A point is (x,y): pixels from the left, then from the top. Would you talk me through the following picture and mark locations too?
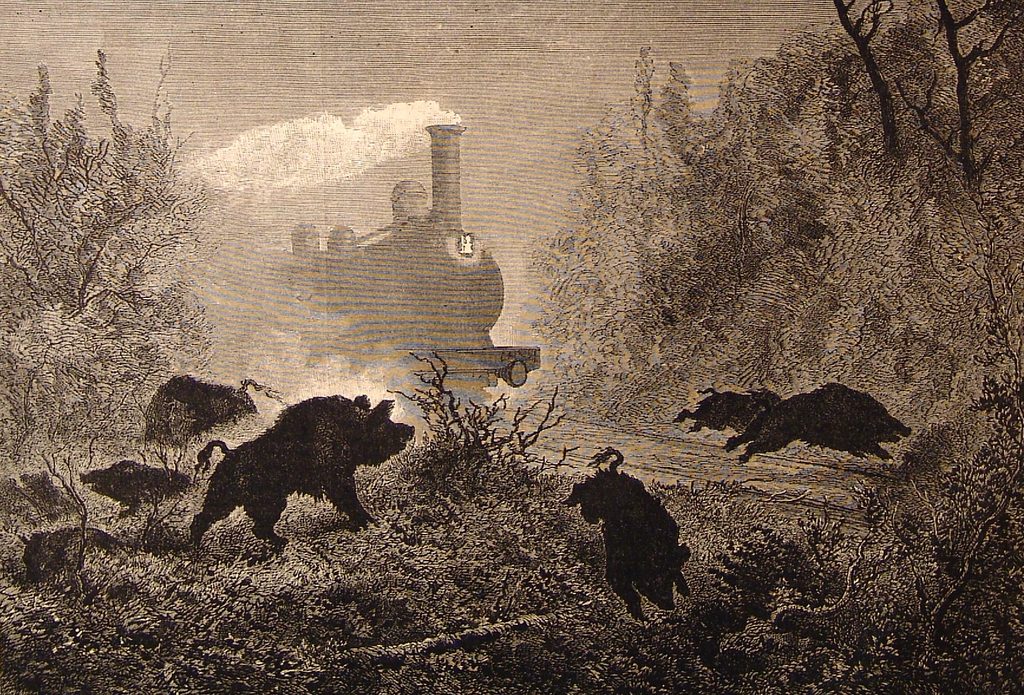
In this image I can see few animals (259,488) around many trees (890,365). I can also see the train (402,324) on the track (612,433). There is a smoke (310,163) to the train (318,243). In the back (337,60) I can see the sky (343,65). And this is a filtered image.
